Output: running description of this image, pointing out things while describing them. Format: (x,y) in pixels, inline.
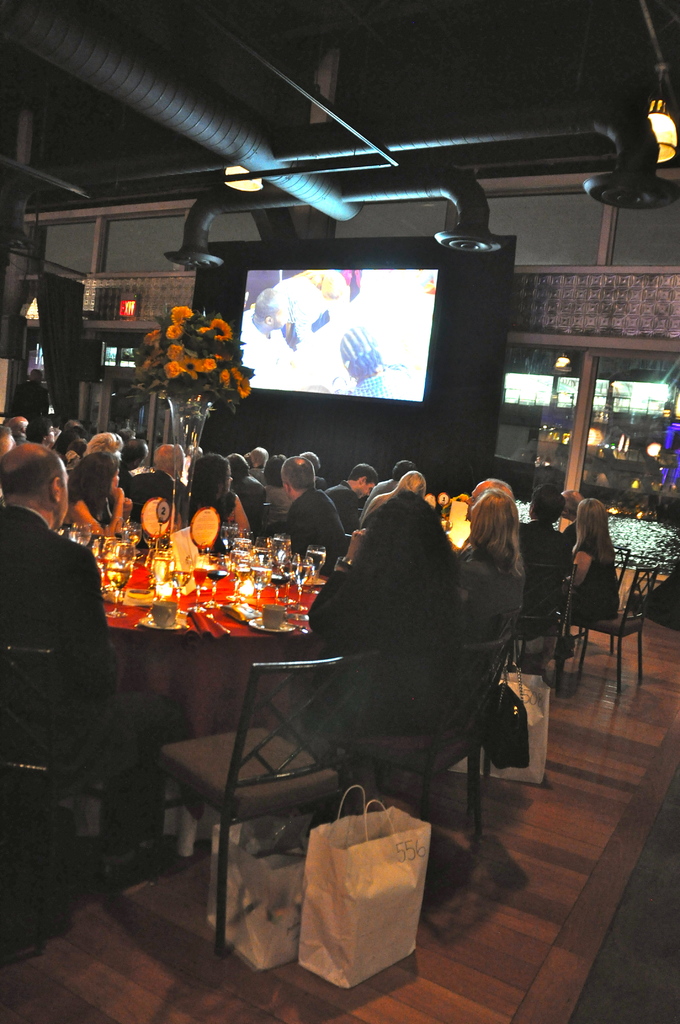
In the image I can see a place in which there are some people (379,636) sitting on the chairs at a table (198,683) on which there are some plates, glasses (319,560), candles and around there is a screen (310,356), plant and some other things (159,521) around.
